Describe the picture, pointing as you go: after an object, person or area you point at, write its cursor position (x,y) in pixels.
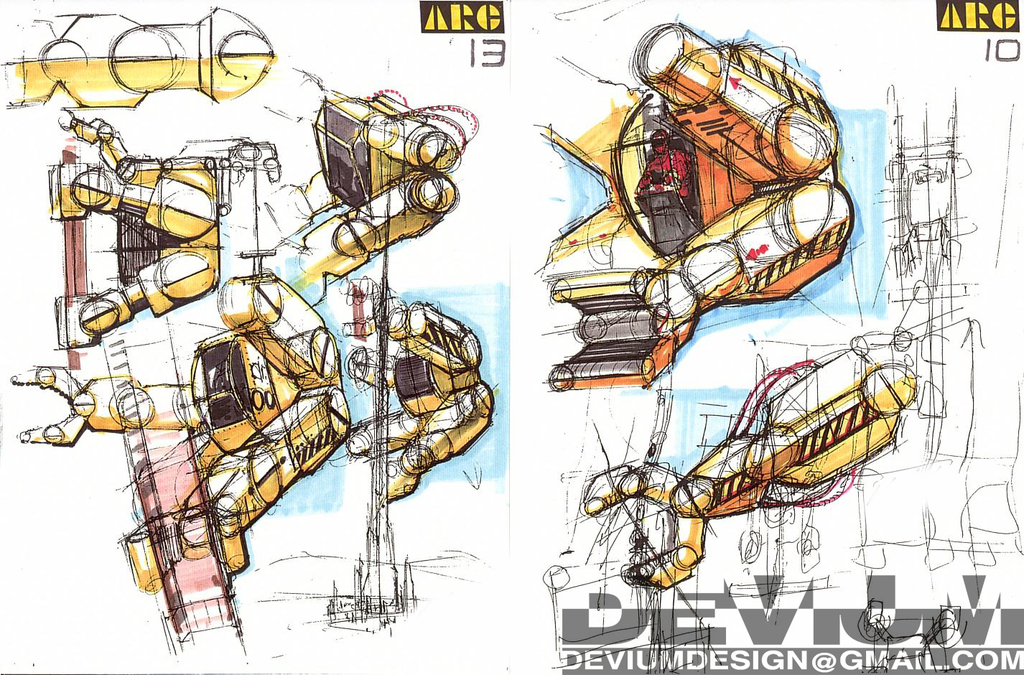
In this picture it looks like a poster (334,625) on which we can see some machine and robot designs (428,342) with some text (1000,25) written on it.
